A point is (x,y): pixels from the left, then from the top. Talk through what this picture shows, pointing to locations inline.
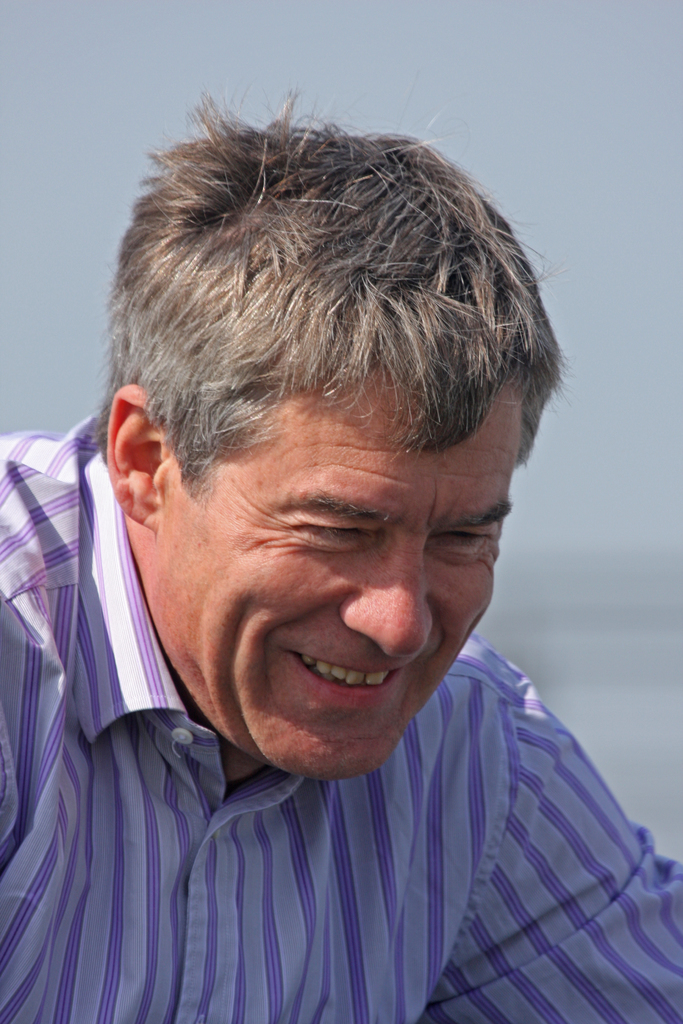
In this picture we can see a man (407,691) is smiling in the front (399,691), there is the sky (493,161) in the background (474,58).
